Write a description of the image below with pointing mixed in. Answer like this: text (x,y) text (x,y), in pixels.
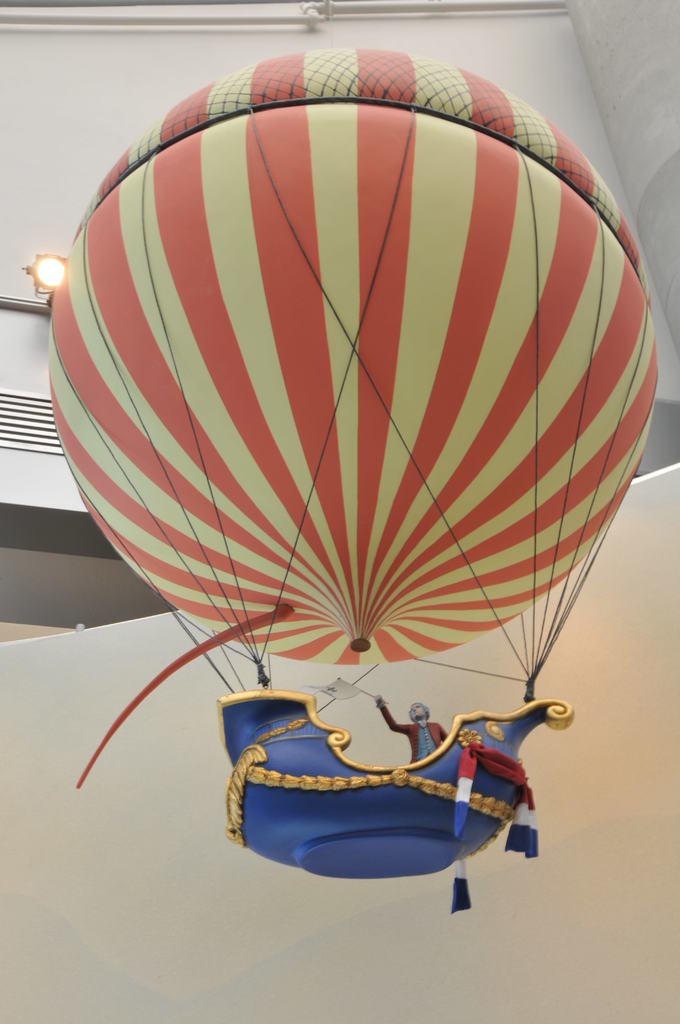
In this picture we can see a man (399,725) holding a flag (348,685) with his hand (378,701), hot air balloon (317,819) and in the background (129,674) we can see the light (60,285), wall (157,60), pipes (458,13).
